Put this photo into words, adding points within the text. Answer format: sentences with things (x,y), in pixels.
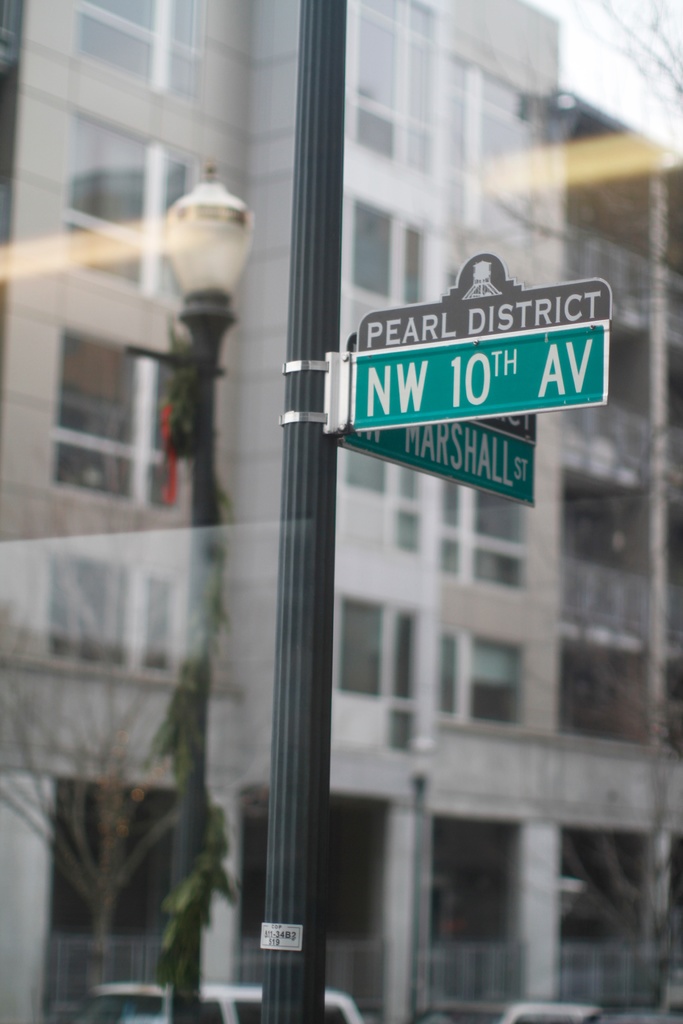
In this picture there is a sign pole (327,222) in the center of the image (318,419) and there are cars (558,1018) at the bottom side of the image (568,1018) and there are buildings (20,142) and a lamp pole (215,450) in the background area of the image (243,361).
